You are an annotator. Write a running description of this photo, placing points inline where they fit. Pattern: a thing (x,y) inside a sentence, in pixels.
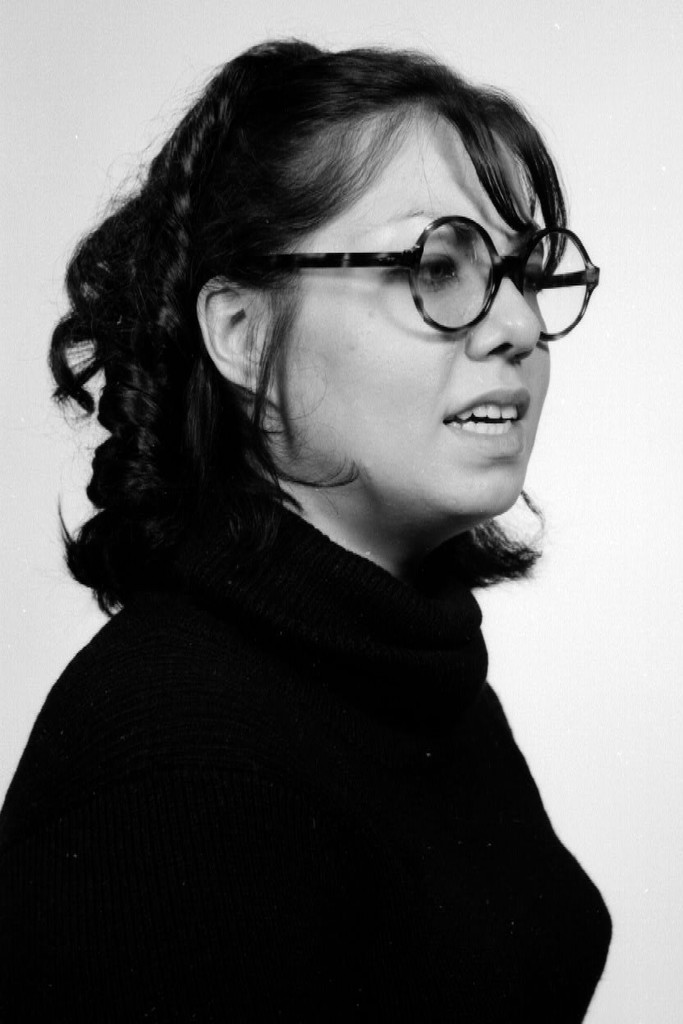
In this image there is a woman (316,763) standing in the center (350,615) wearing black colour dress (298,743).
